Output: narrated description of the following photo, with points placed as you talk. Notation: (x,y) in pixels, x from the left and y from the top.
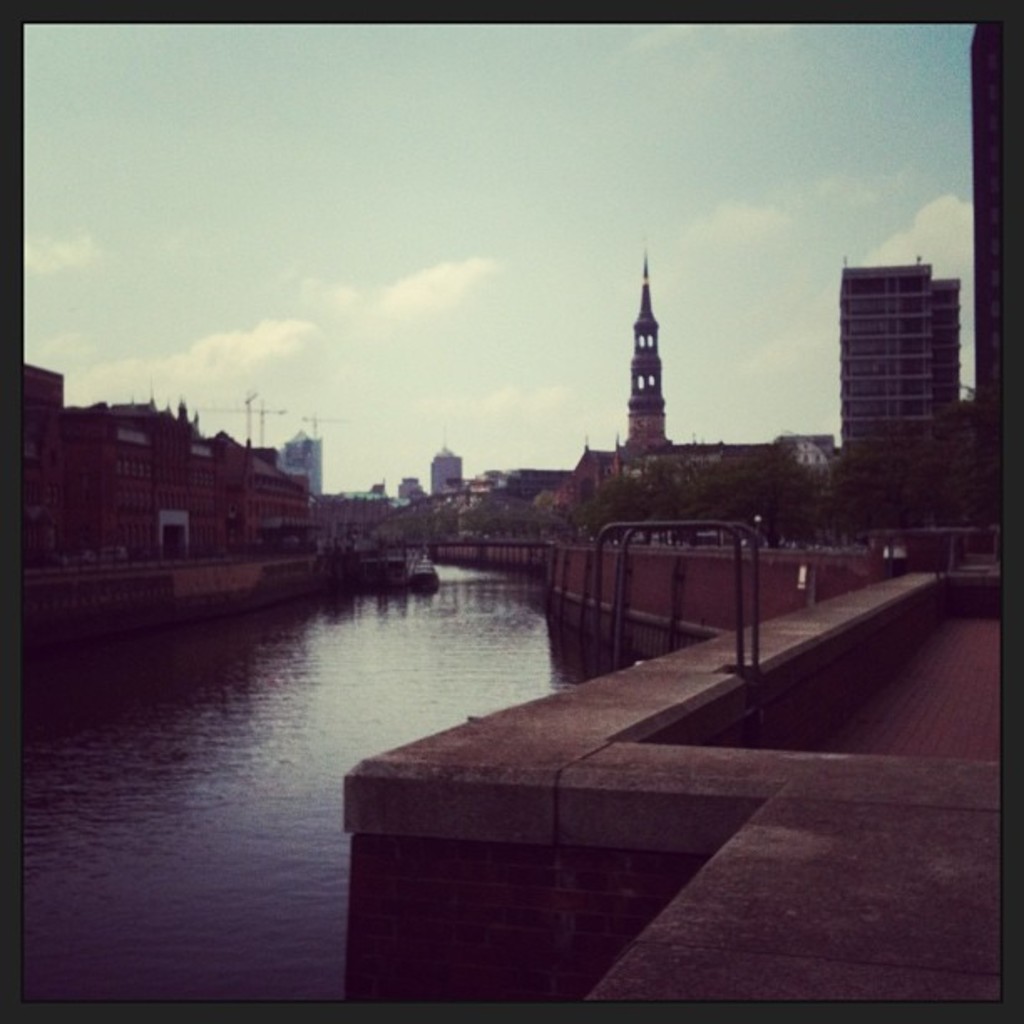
In this picture there is water (289,683) and there are buildings (261,514) on either sides of it and there are trees (865,501) in the right corner (835,520) and there is a bridge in the background (447,541).
